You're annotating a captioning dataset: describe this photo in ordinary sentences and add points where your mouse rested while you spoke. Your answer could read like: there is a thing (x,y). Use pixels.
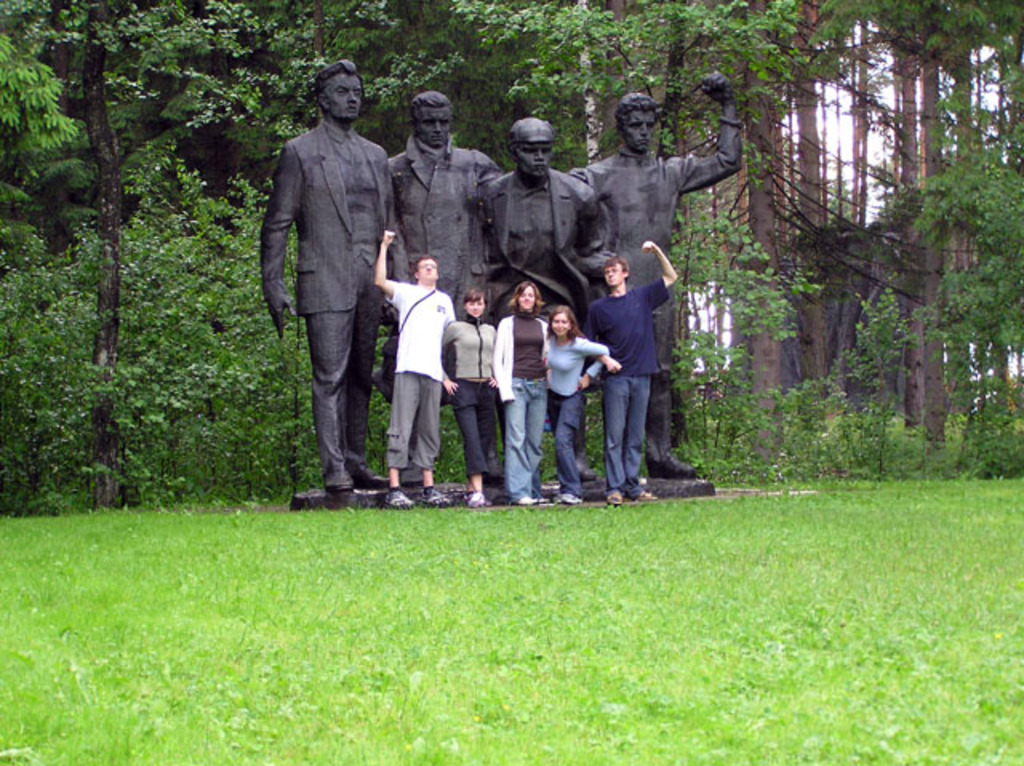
In this image in the front (505,627) there's grass (507,613) on the ground (504,551). In the center (488,373) there are persons (531,371) standing and there are statues (431,230). In the background (151,192) there are trees (844,197).
